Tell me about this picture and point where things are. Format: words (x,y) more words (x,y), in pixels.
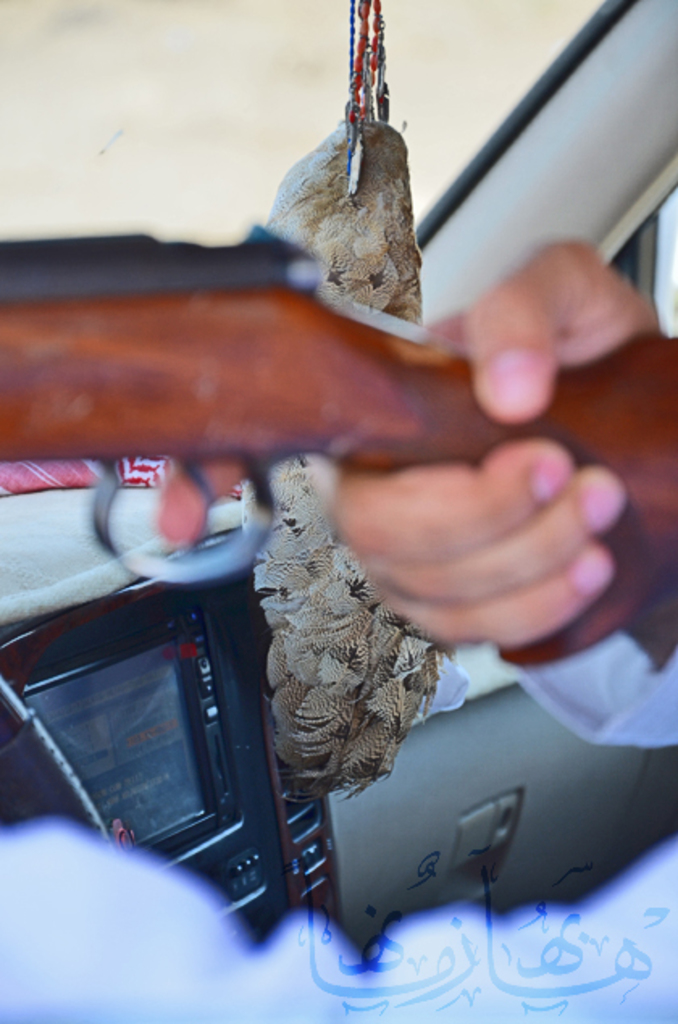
In this image I can see the person (394,531) holding the gun (241,458). In the background (135,655) I can see the music box (180,707) and the decorative object (276,708). The person (526,541) is in the vehicle (258,721).
